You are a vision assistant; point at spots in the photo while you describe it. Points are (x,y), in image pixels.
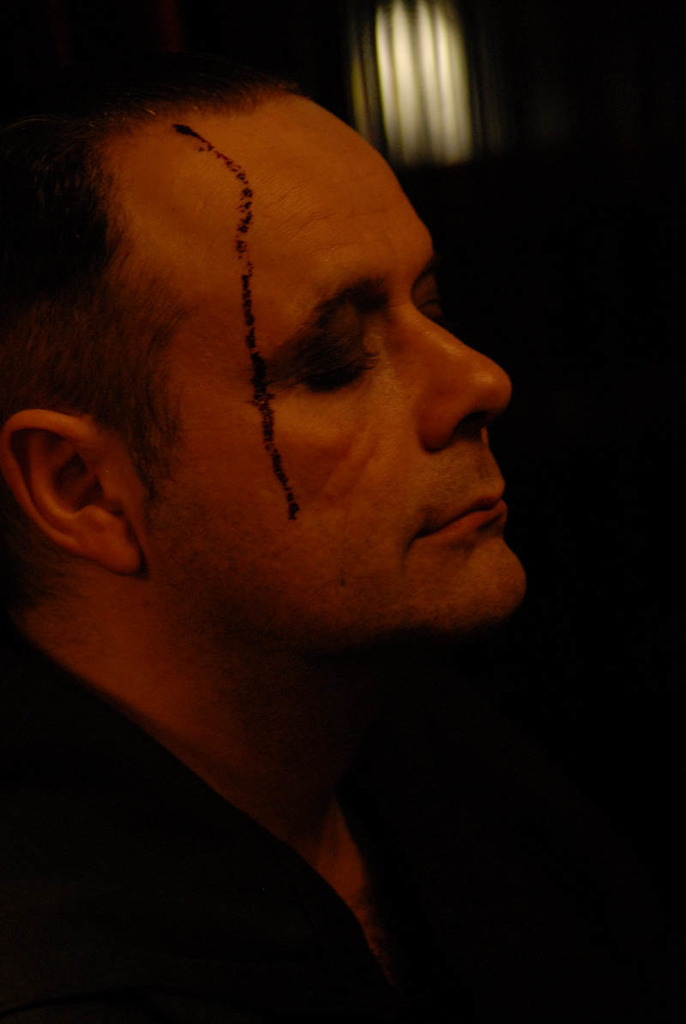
In this image I can see a man (322,602), he wore black color shirt (201,853).
